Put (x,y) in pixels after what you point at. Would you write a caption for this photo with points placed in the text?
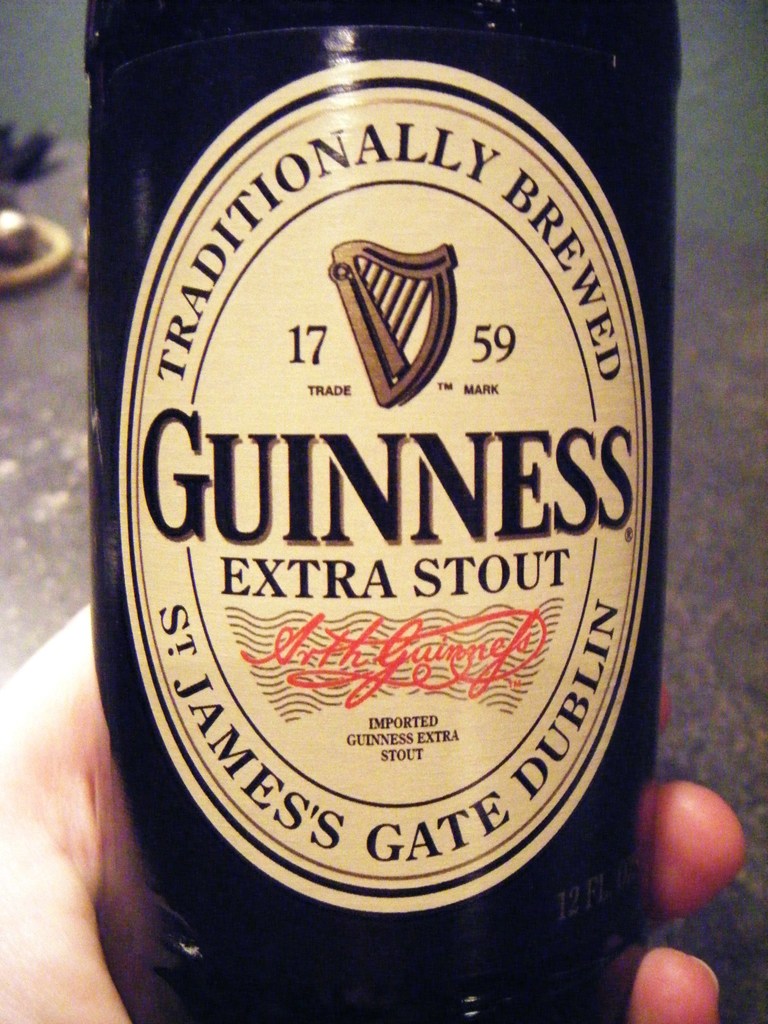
In this picture there is a person (723,839) holding a beer bottle (387,810) which is in black color and there is something written on it.
